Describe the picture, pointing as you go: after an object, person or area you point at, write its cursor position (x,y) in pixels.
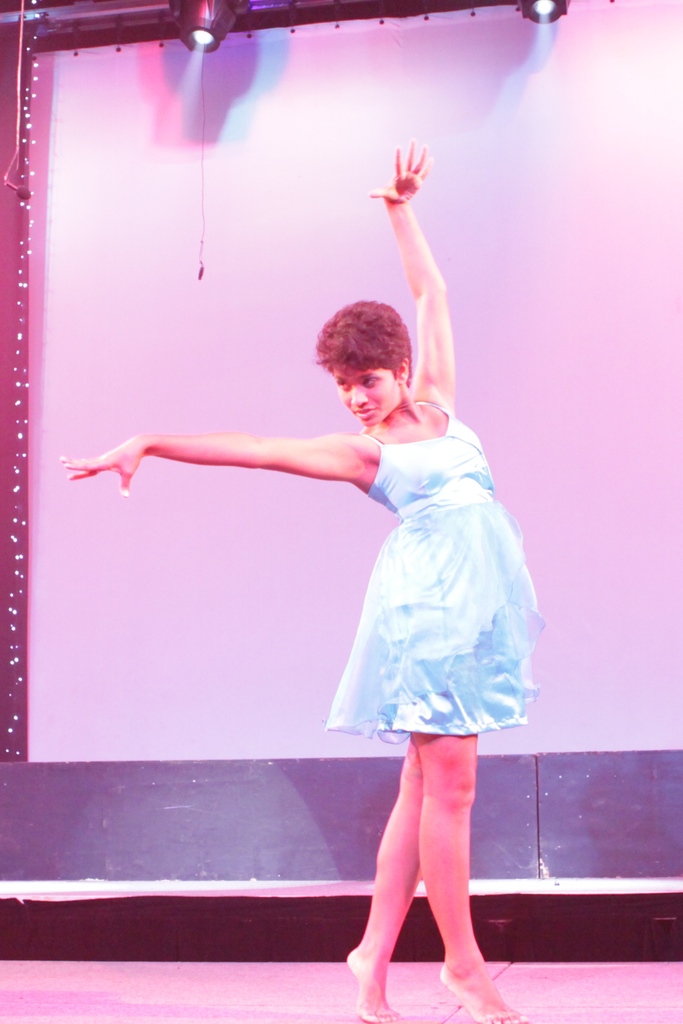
In the middle of the picture (422,669), the girl (500,645) in blue dress (500,645) is dancing on the stage (334,978). Behind her, it looks like a bench (285,884). In the background (205,743), we see a white wall (194,296) or a sheet (204,331). At the top of the picture (208,17), we see the lights (209,39).
